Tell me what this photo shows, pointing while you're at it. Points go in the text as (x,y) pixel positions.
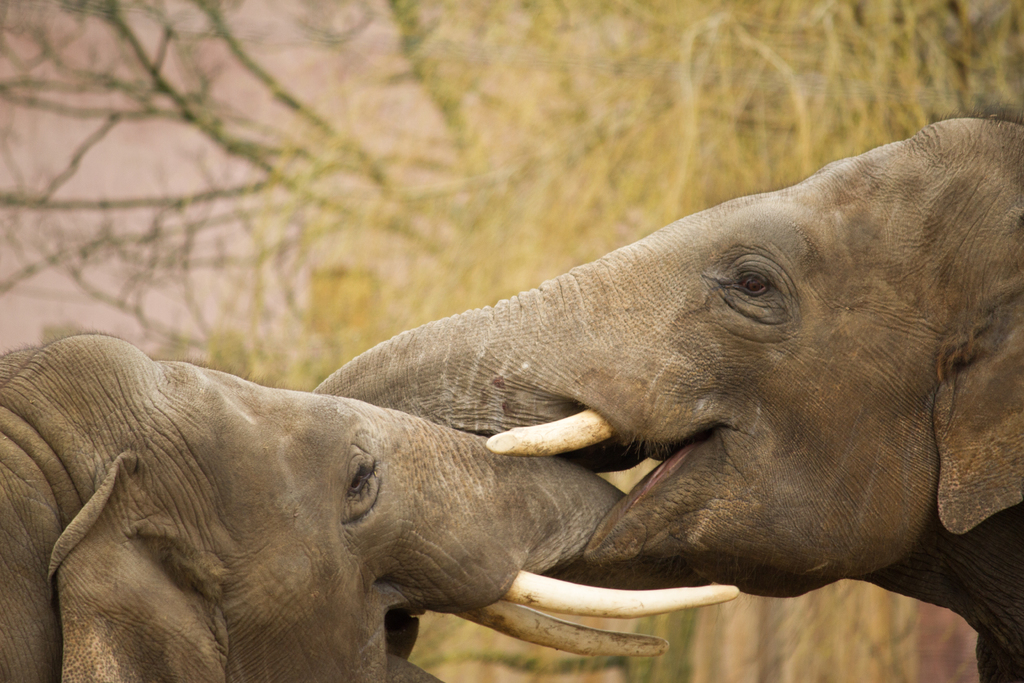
In this image we can see two elephants (552,571) and trees (519,110) in the background (313,283).
